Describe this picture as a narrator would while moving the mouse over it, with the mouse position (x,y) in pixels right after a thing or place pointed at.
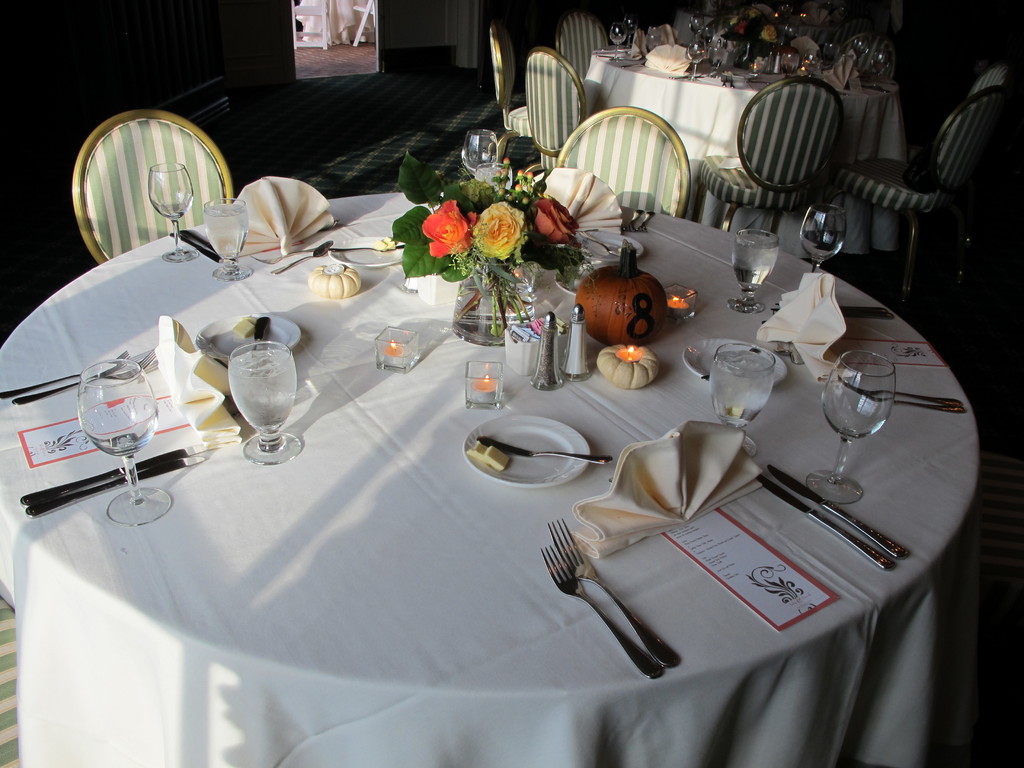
This is the picture of a dining tables (946,497) which has chairs (560,125) around them and on the table (932,479) we can see a small plant (450,277), cups (758,407), tissues (595,498), knife (793,499), forks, glass (754,391) and salt and pepper jars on it.
